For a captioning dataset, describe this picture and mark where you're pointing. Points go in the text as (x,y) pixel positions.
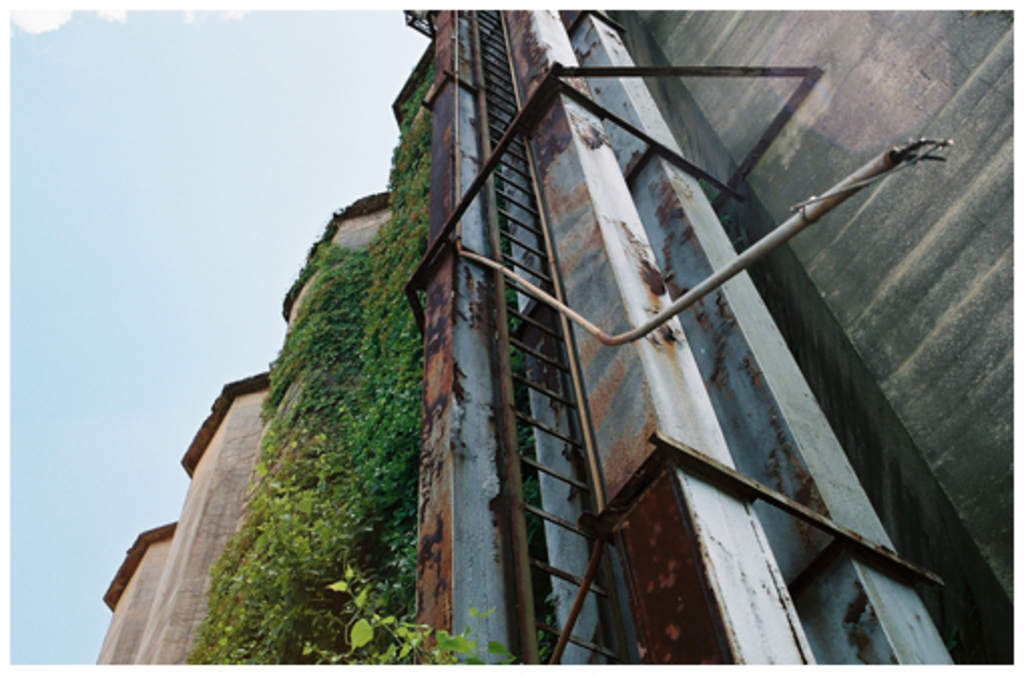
In this image we can see the building wall (355,233) with creepers (334,378) and also rusted rods (701,286). We can also see the plant (401,637) at the bottom (439,641). Sky (169,37) is also visible in this image.
